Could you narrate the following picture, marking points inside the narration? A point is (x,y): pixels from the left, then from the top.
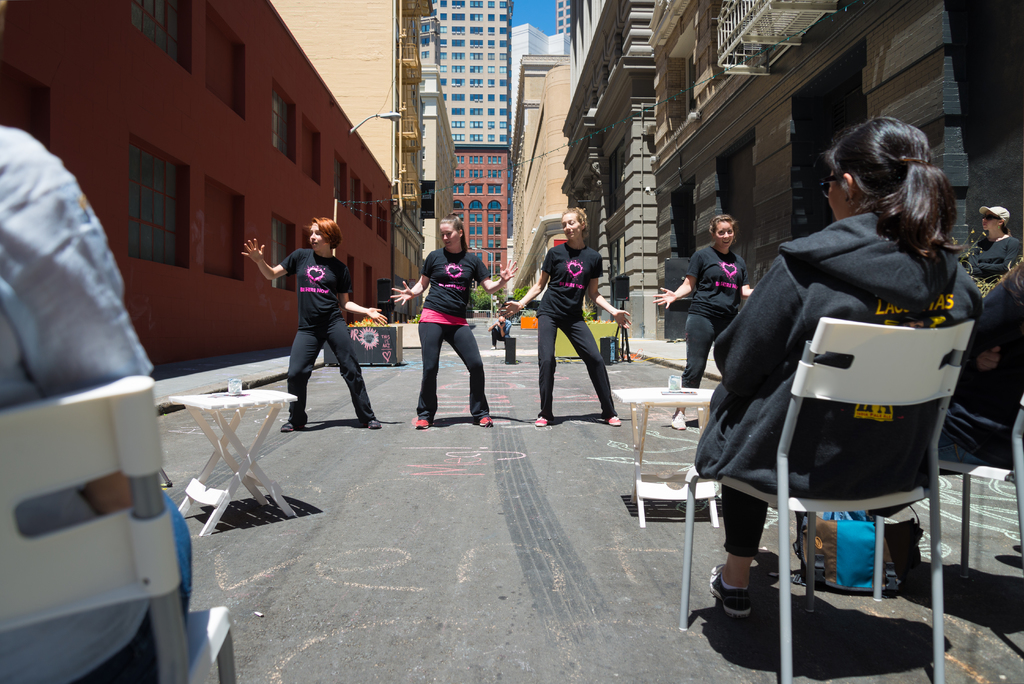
In the image I can see four people (611,311) who are dancing and also I can see some other people (122,609) who are sitting on the chairs (5,539) and also I can see some buildings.
